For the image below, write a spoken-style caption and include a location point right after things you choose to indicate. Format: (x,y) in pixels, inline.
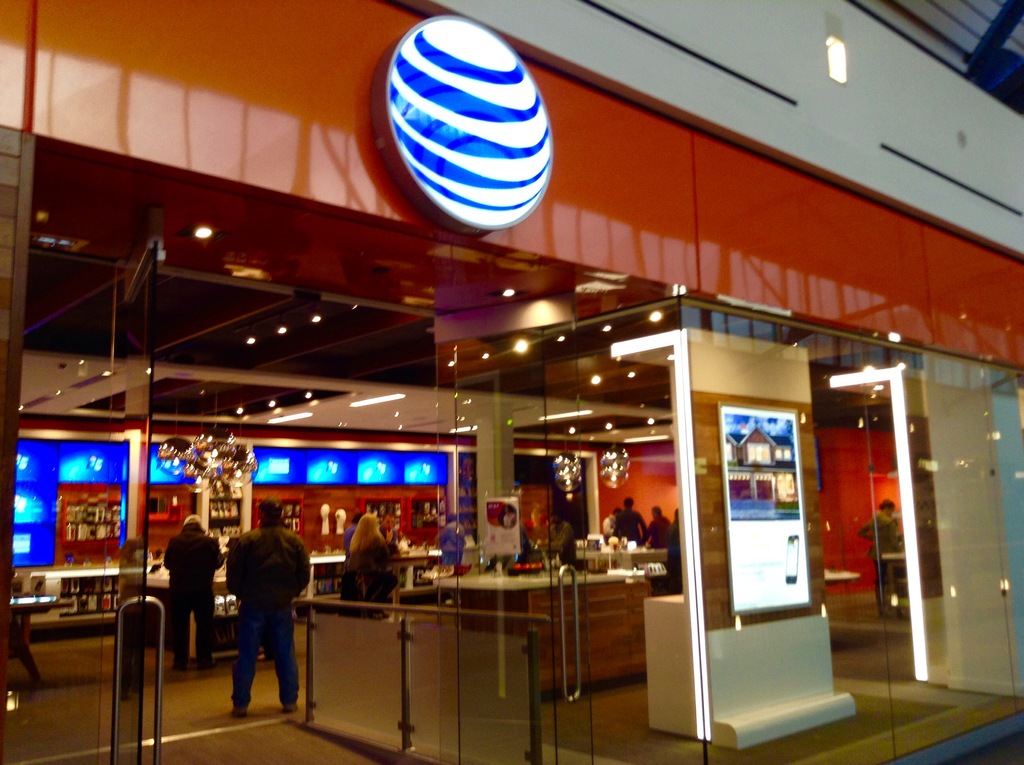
This is the inside view of a building (847,254). Here we can see lights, glass doors (454,572), screens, shelves (84,545), and frames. This is floor (281,759). There are tables (545,626) and a pillar (500,445).
